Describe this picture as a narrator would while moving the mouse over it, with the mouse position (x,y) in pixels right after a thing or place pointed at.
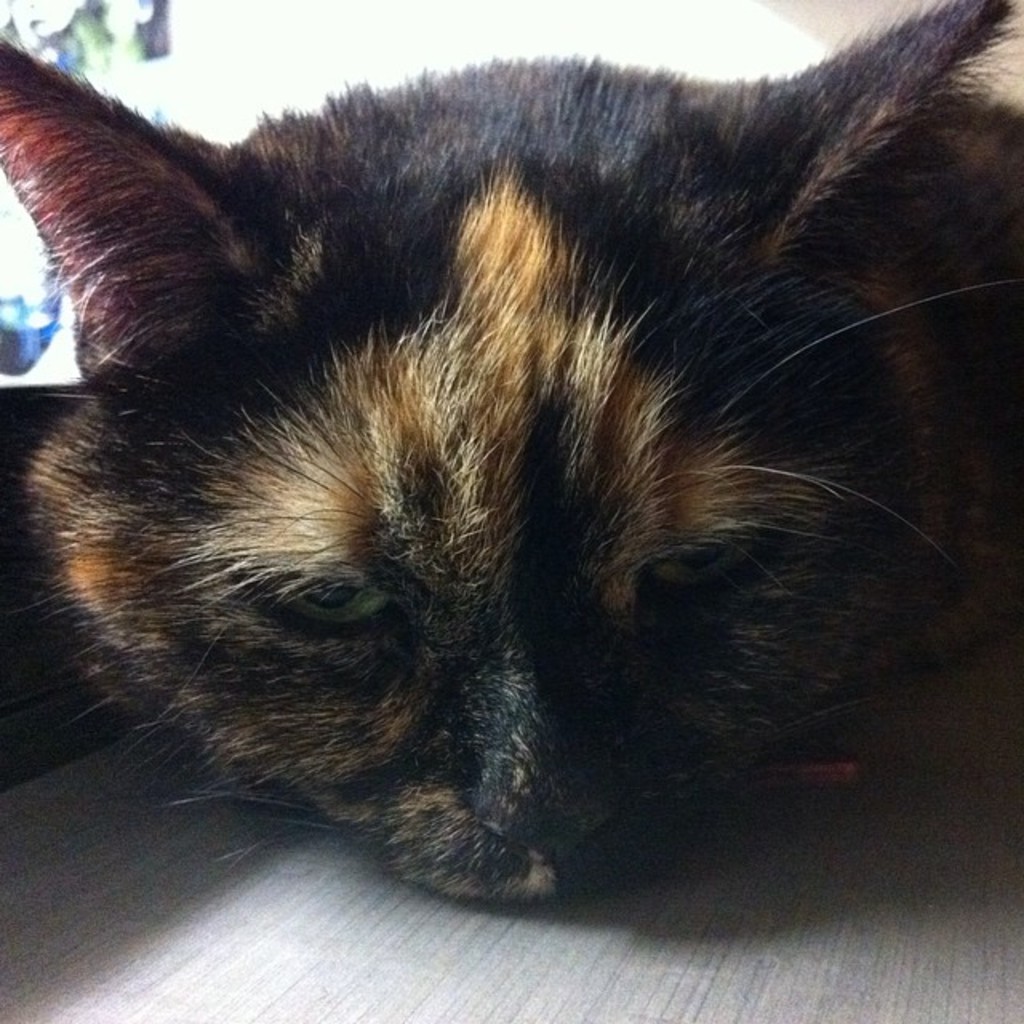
As we can see in the image there is a black color cat (610,562) and in the background (214,76) there is a wall (214,76).
